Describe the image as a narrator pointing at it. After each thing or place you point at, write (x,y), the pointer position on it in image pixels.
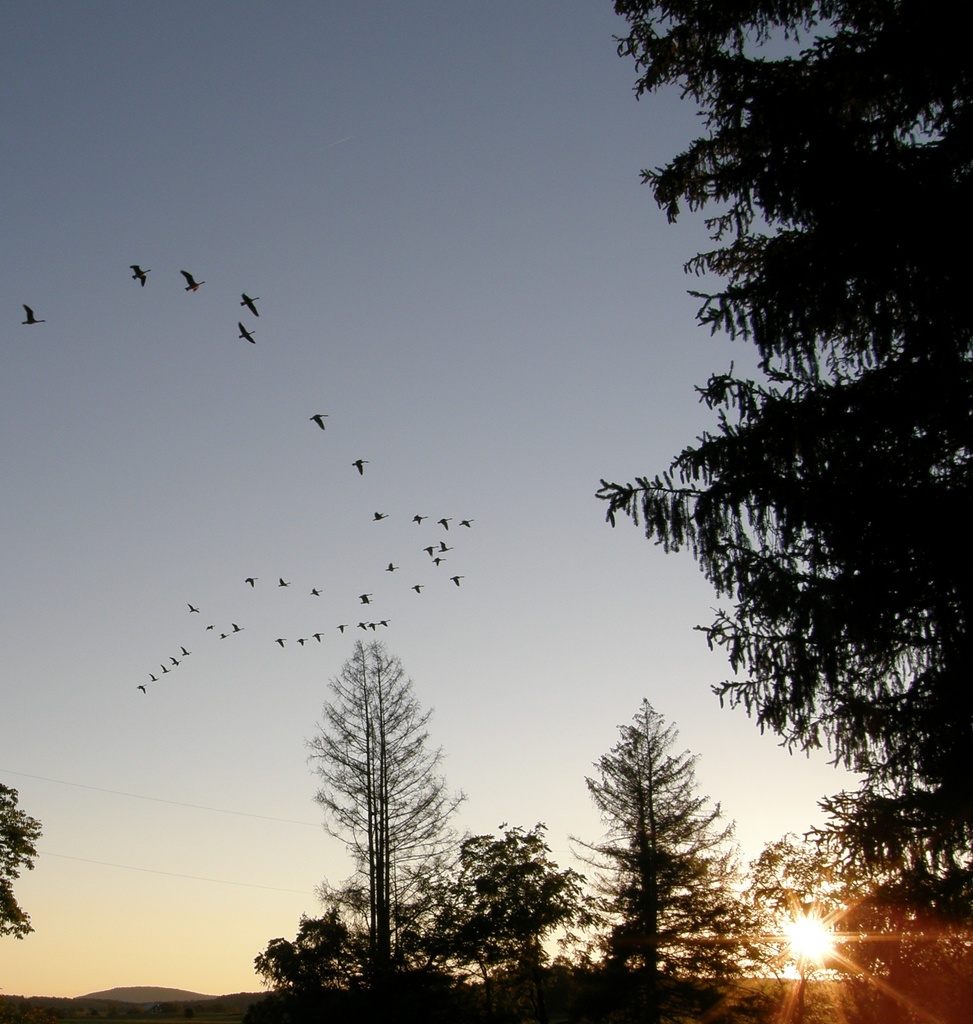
In this image we can see trees (818,874), flocks of birds (368,603) and sky (434,238).
